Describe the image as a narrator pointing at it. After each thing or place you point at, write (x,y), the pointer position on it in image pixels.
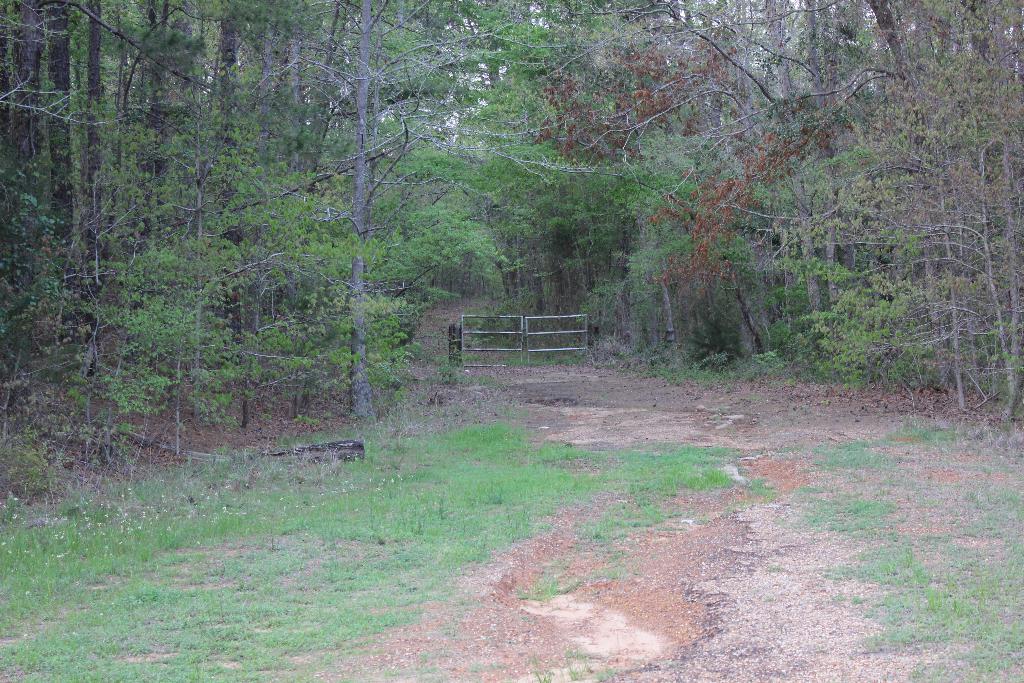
In this picture there are trees (996,113). At the back (581,334) there is a gate (521,360). At the top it looks like sky (536,23). At the bottom (387,504) there is grass (310,548) and there is ground (796,619).
